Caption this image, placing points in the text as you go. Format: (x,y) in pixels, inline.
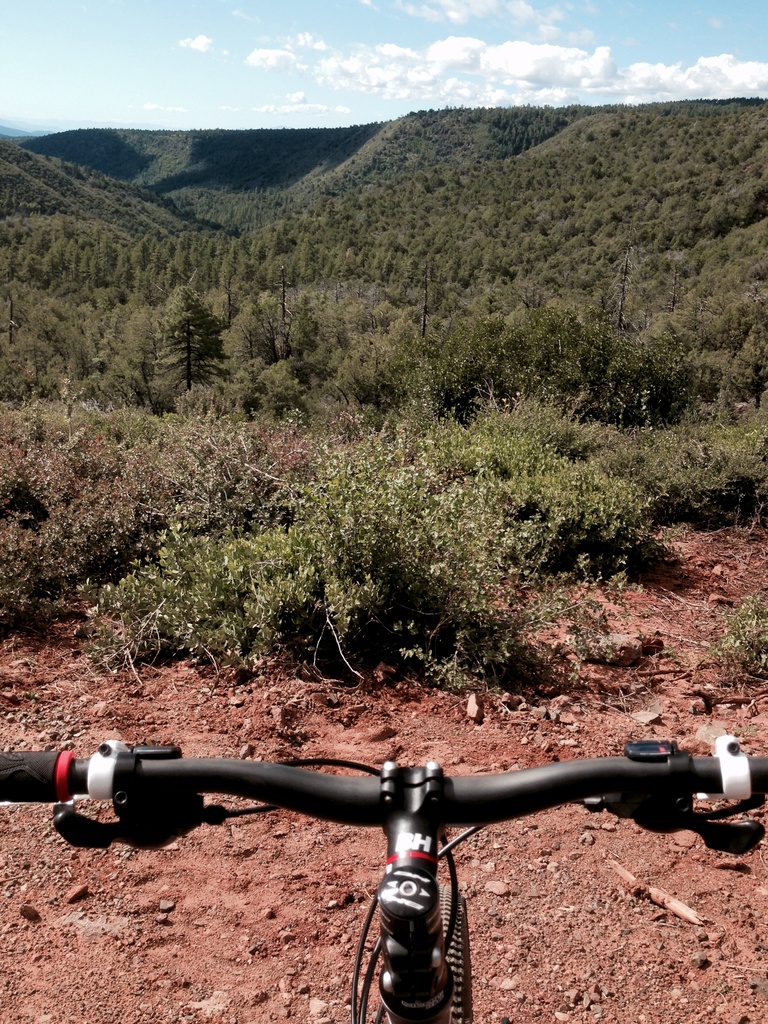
In this image I can see a bicycle (408,860). In the background (362,293), I can see the trees (483,174) and clouds (429,58) in the sky (349,57).
